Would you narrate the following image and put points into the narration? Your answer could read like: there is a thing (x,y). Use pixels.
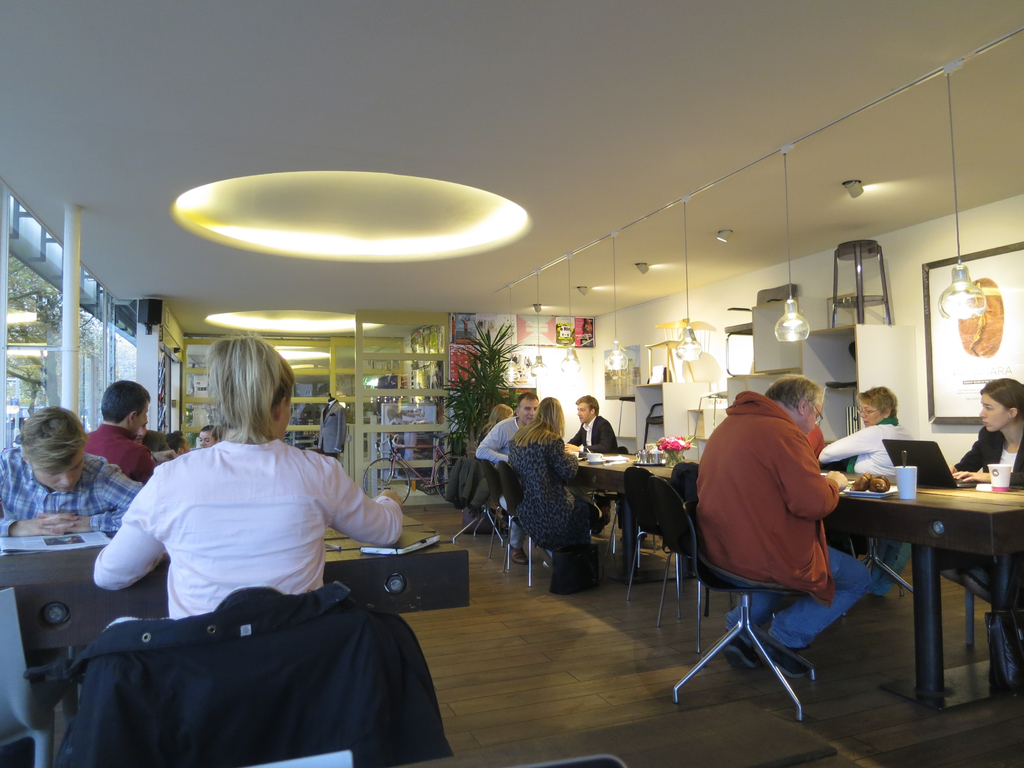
In the image, the atmosphere looks like it is a work space, there are multiple tables (972,514) and chairs (515,498) people (551,483) are sitting around the tables (924,496) and working, to the right side (940,385) on a wall (914,304) there is a photo frame (937,401), behind it there are cupboards (774,307) and many lights (785,325) are hanged to the roof (762,196) straight away to the right side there is a plant (456,430), to the left side (329,450) there is a mannequin (338,418) in the background (316,403) there is a door (317,396).
